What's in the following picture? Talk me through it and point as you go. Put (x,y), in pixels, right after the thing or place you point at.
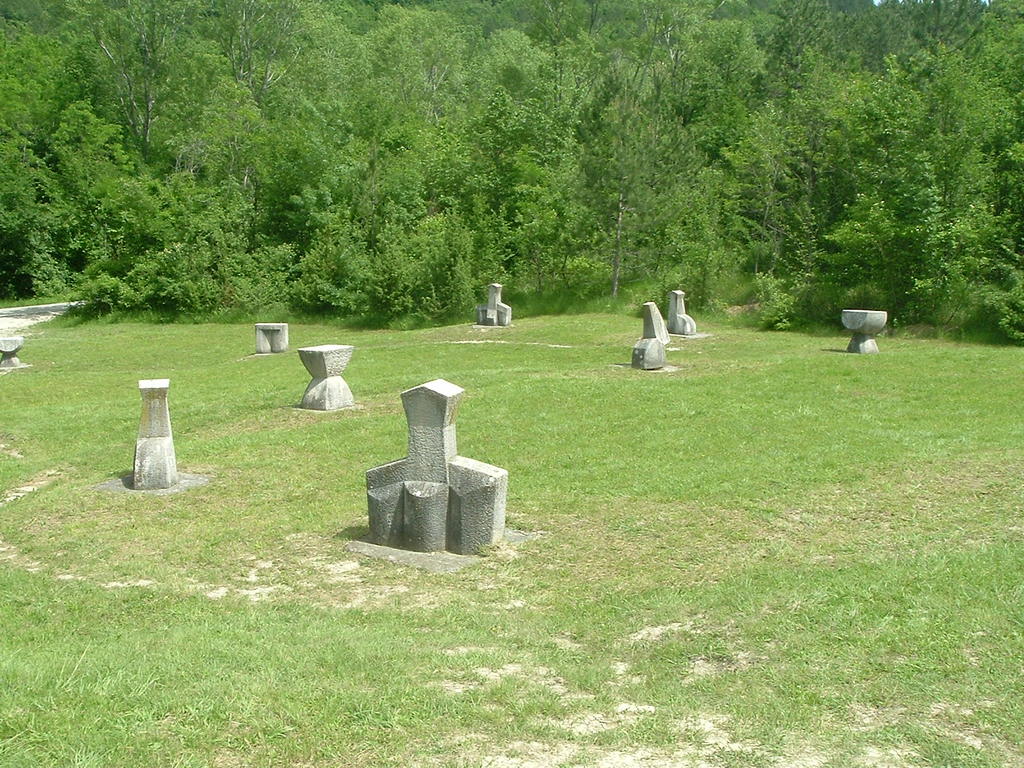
In this image there are some stone sculptures (388,497), at the bottom (966,584) there is grass (966,507) and in the background (845,200) there are some trees (531,190).
